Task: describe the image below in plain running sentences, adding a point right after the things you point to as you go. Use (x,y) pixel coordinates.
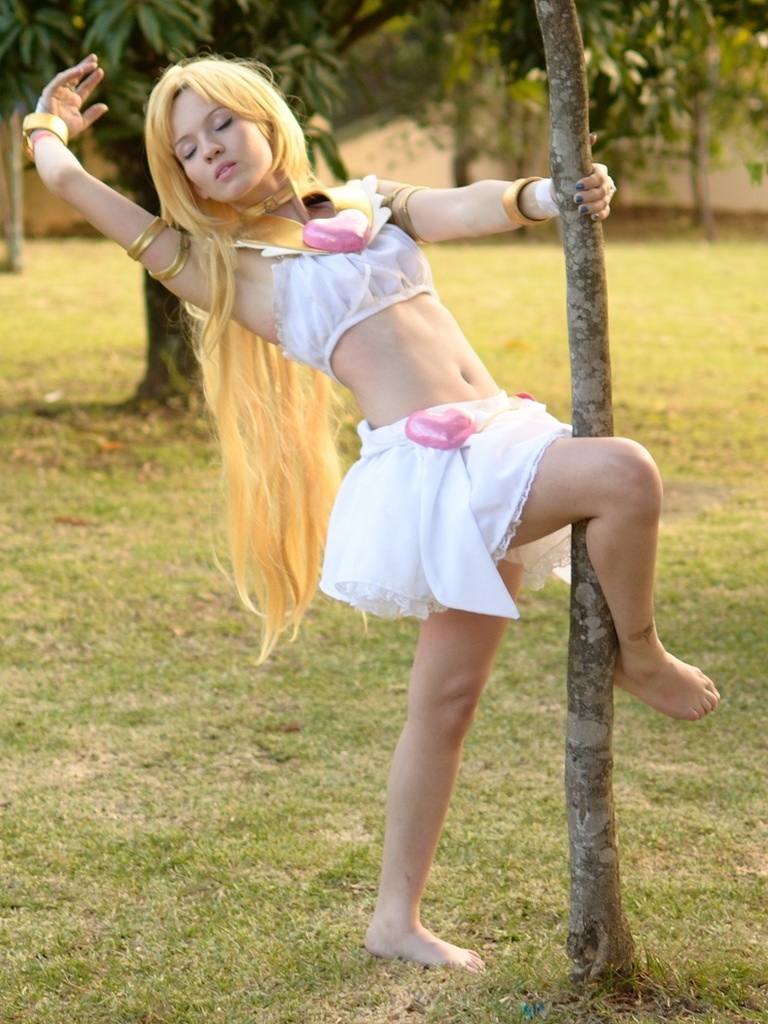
In the center of the image (384,471) we can see a lady (360,511). In the background (262,46) there are trees (467,90). At the bottom (381,971) there is grass (270,934).
